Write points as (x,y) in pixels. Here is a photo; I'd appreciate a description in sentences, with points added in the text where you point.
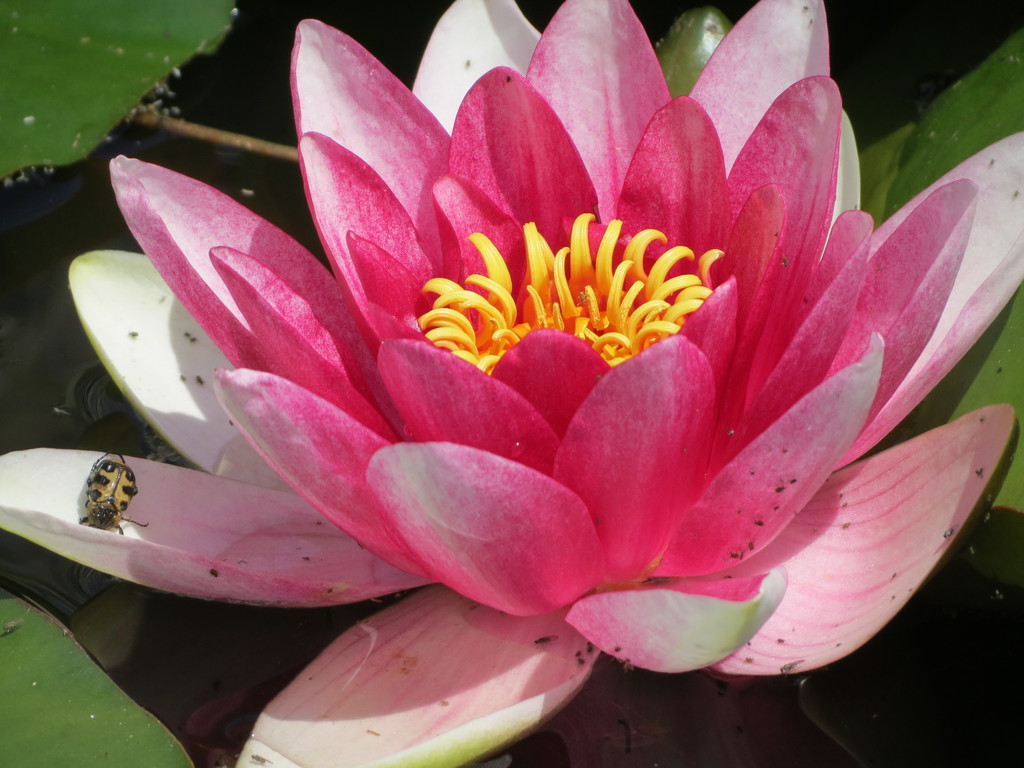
In this image, I can see a flower (565,455), insect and plants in the water (263,57). This image taken, maybe in a lake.
